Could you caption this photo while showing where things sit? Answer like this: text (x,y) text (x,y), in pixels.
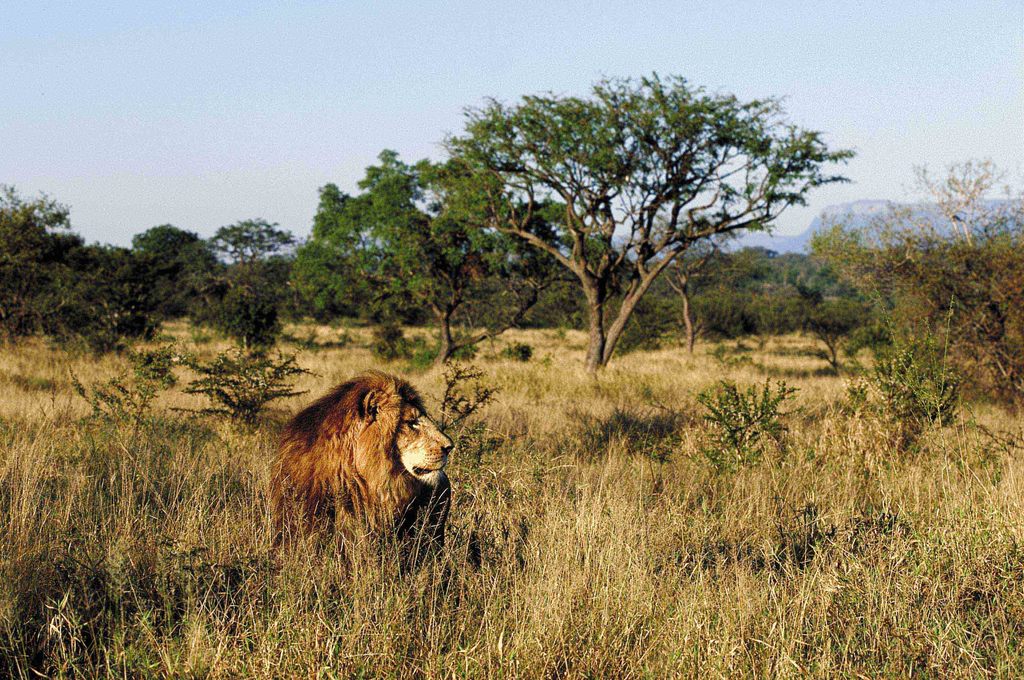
In this picture there is a lion (296,436) on the left side of the image (325,463), there are trees (982,278) and dry grass (446,664) in the image.
